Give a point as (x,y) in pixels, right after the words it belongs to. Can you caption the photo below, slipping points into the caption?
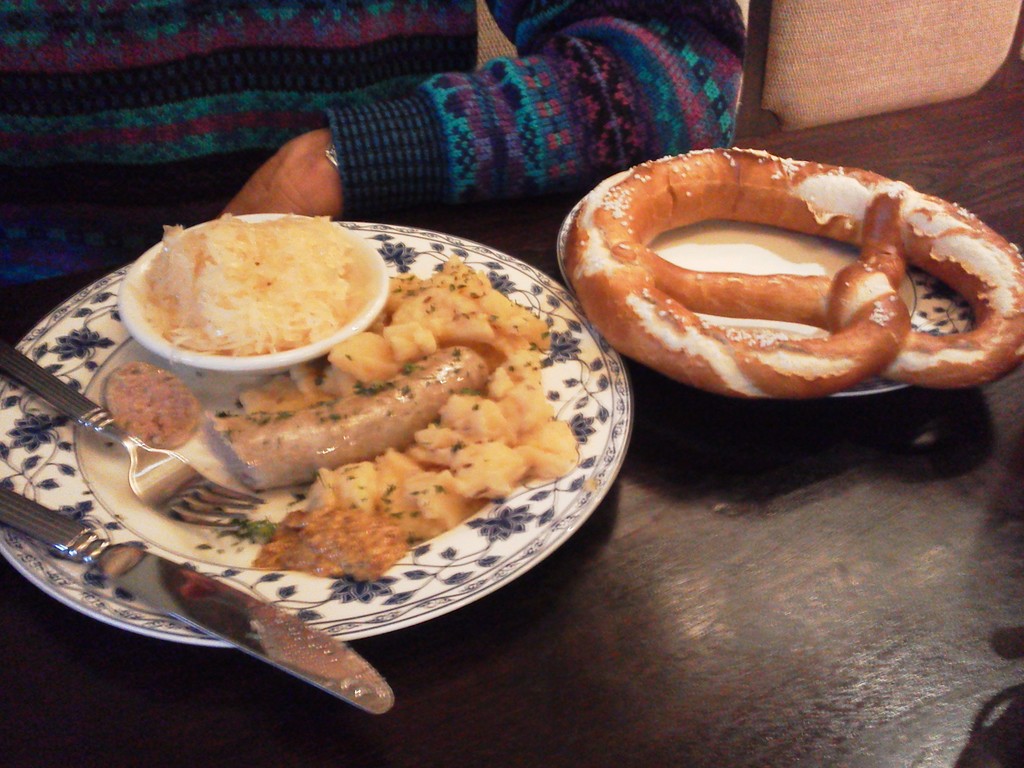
In this image we can see the food items (379,507) in a plate (208,398) placed on the table (553,763) and there is a fork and dinner knife (191,616). There is a person (333,105) sitting near the table (1017,88).
